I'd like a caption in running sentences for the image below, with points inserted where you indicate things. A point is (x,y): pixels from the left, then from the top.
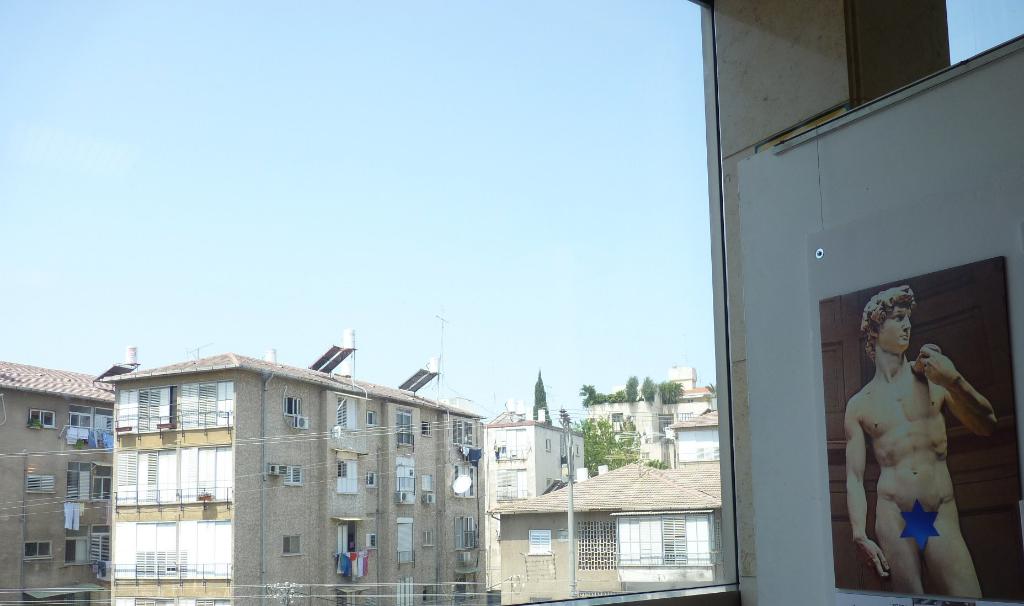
In this picture we can see some buildings (376,472), on the right side (976,256) there is a wall (965,203), we can see a poster (883,345) on the wall (905,168), there are some wires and a pole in the middle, in the background (627,458) there are some plants (664,398), we can see the sky (573,389) at the top of the picture (443,84).
